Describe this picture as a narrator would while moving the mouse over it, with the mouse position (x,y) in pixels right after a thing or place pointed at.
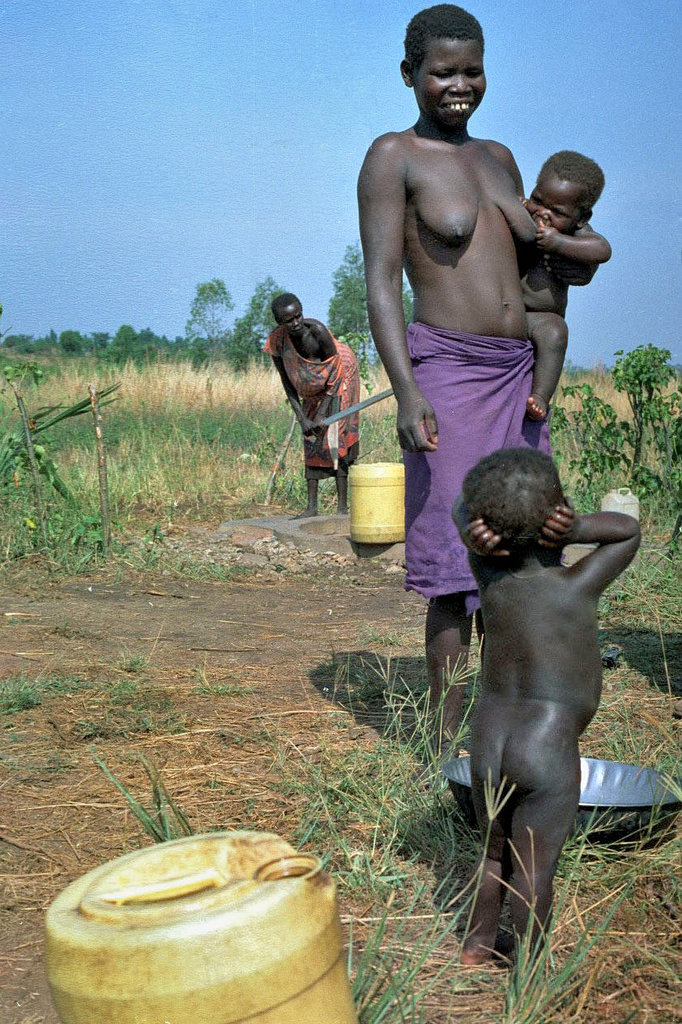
In the picture we can see some tribal people (522,302) are standing on the path (226,655) with their children (536,732) and in the background (35,395), we can see the grass surface (424,905) with grass plants (10,371) and in the background (13,205) we can see some trees (126,327) and sky (98,244).
